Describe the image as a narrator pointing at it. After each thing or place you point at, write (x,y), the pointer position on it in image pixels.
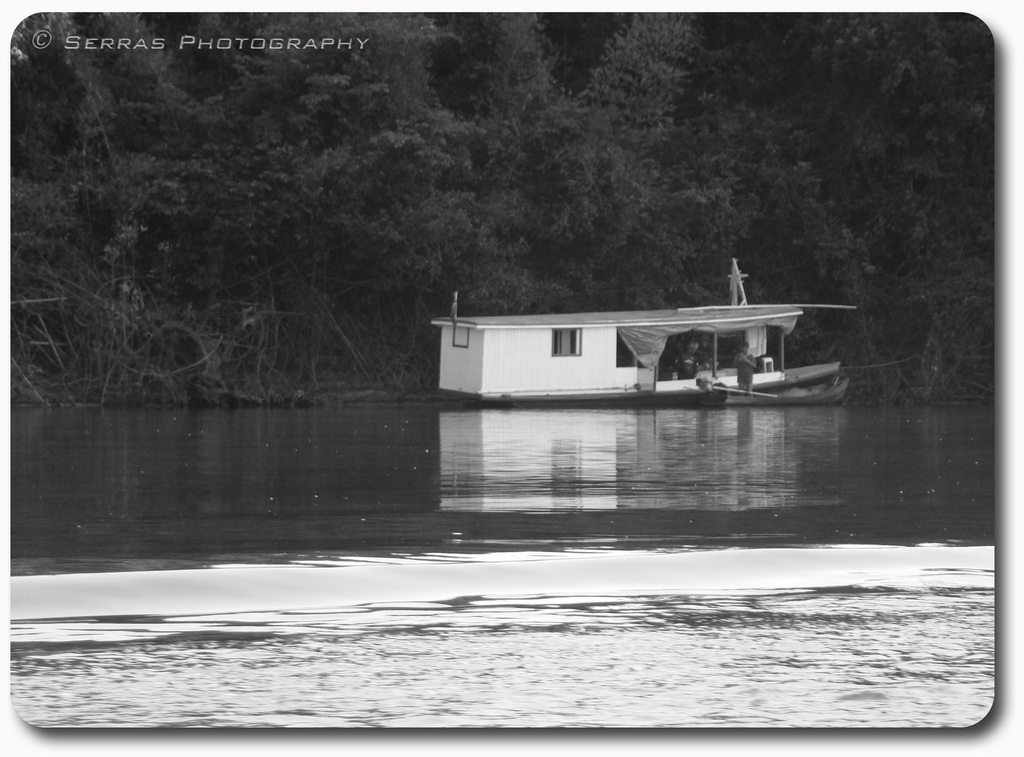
In this image there is a boat (733,380) sailing on the water (592,439). In the background (538,207) there are trees (535,166) and there are persons (694,357) standing in the boat (604,354).
